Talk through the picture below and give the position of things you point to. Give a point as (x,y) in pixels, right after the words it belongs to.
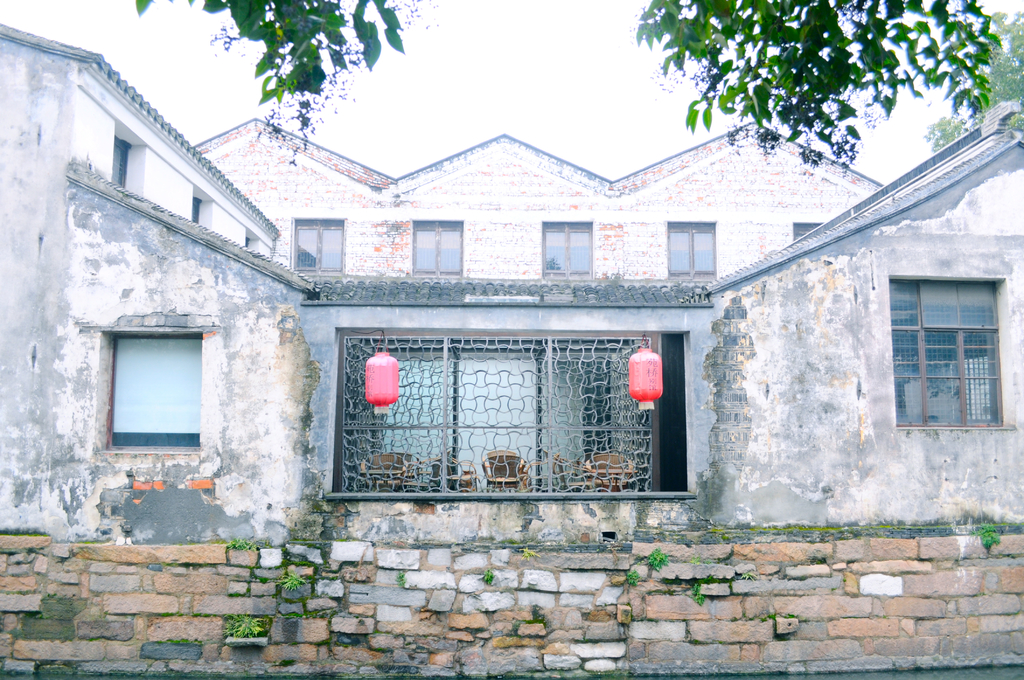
In this image we can see houses (69,428), windows (525,391), grilles (461,429), there are two objects (651,359) hung to the window (488,392), there are trees (823,13), grass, also we can see the sky (470,98).
